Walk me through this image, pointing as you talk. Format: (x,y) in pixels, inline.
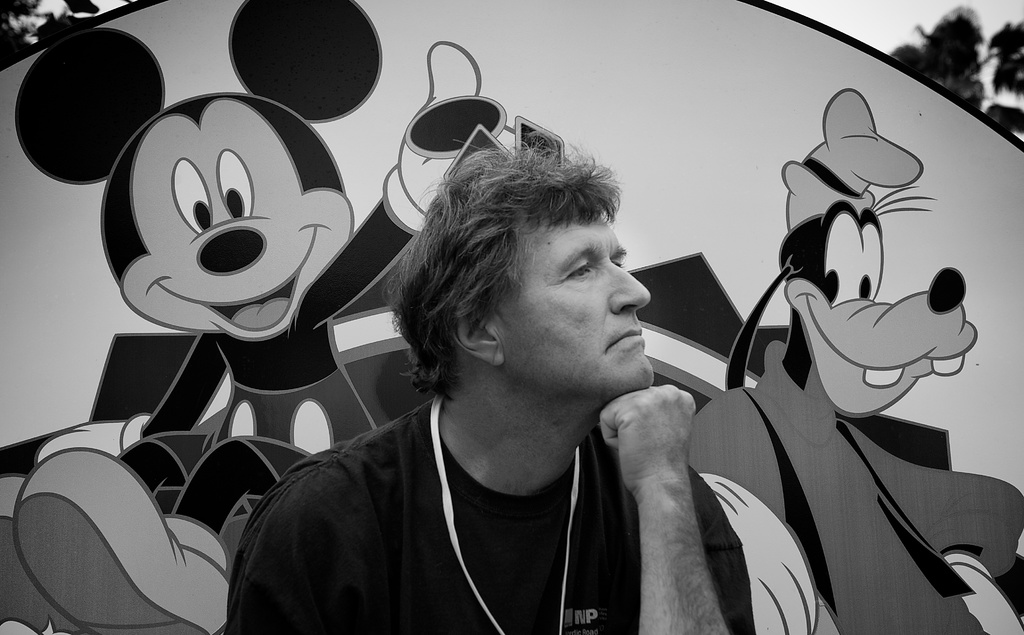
This picture shows a human (525,443) and we see trees (3,32) and a cartoon board (247,208) on the back (170,230).
